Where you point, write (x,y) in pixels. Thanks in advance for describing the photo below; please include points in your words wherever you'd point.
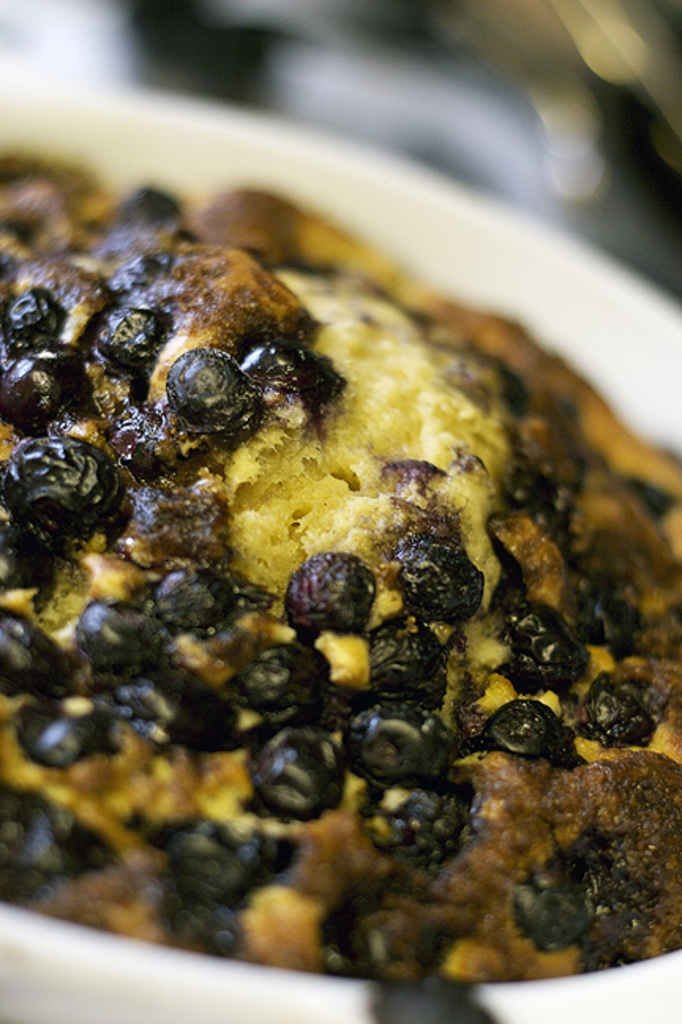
In this image, I can see a food item (303,701) in a bowl (140,986). The background (633,91) is blurry.
